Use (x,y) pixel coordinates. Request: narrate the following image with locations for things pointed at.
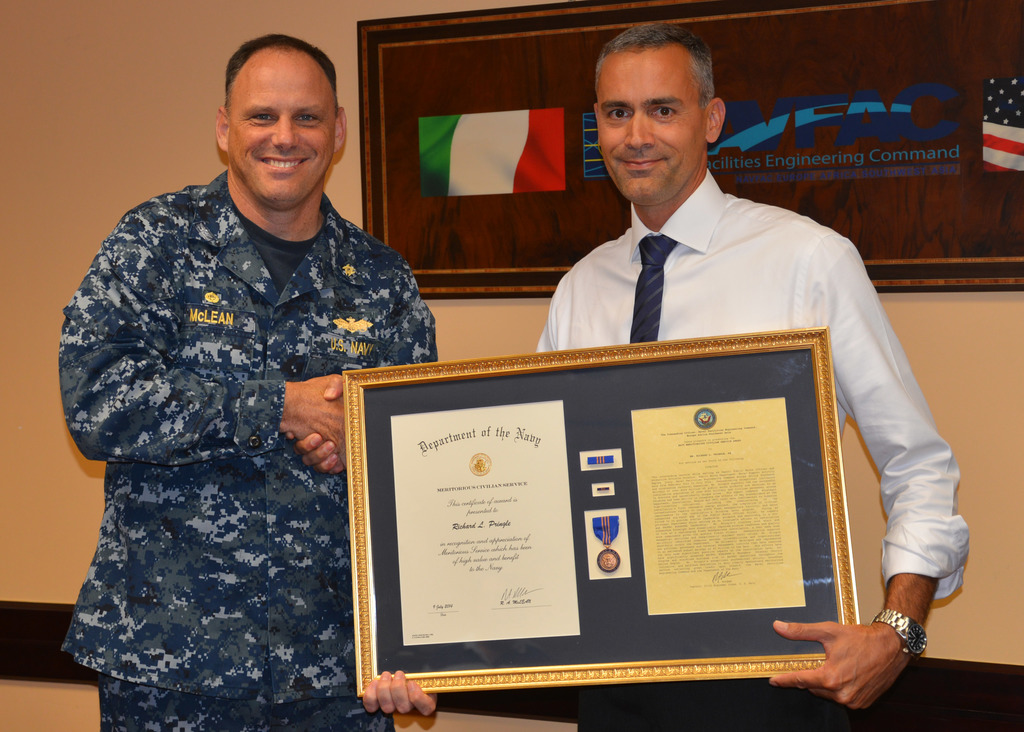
In this picture we can see two men (112,350) smiling where a man (880,325) is holding a frame (376,520) with his hands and in the background (751,123) we can see a board (917,223) on the wall (115,58).
